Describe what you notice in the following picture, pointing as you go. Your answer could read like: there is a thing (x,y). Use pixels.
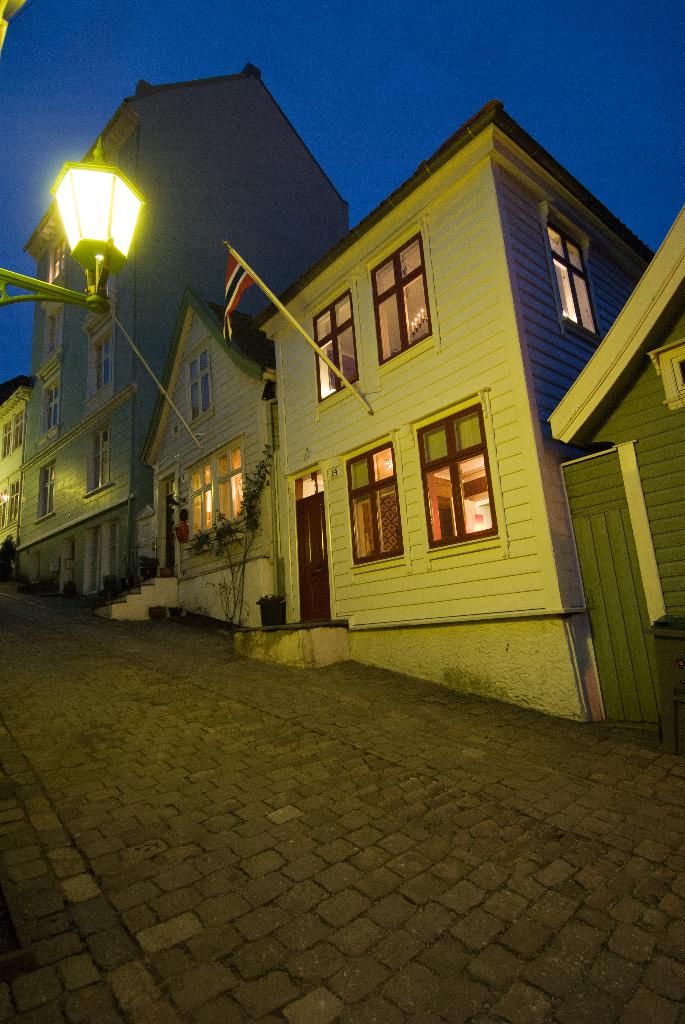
These are the houses (135,482) with windows (317,489) and doors (313,518). This looks like a tree (233,520). I can see the flower pots (223,534). This is a flag (239,296) hanging to the pole (240,260). I think this is a street lamp (45,282).
